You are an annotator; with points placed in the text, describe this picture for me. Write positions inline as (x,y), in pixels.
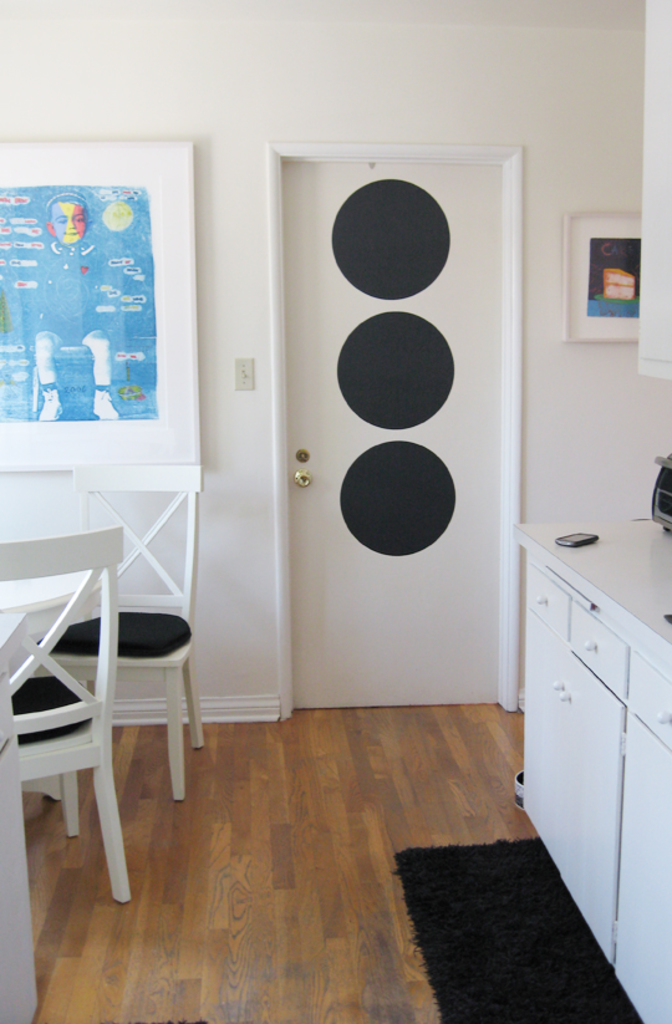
In this image we can see a cabinet (645,729) on the right side (615,613). On that there is a mobile (560,545). On the left side (149,618) there are chairs (157,603). In the back (307,509) there is a door (312,455). On the wall (168,87) there are photo frames (593,325). On the floor (389,955) there is a carpet (478,937).
